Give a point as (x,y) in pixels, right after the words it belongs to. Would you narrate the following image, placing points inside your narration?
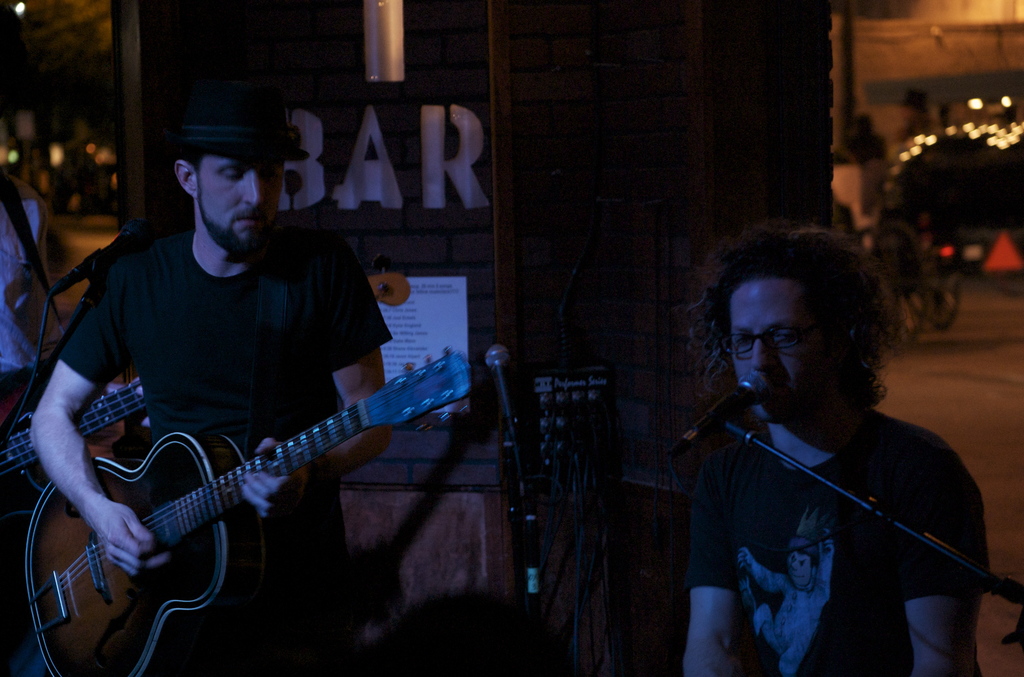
In the right (766,292) a man (875,392) is singing a song in the left (341,292) a boy (255,491) is playing the guitar (324,426).
